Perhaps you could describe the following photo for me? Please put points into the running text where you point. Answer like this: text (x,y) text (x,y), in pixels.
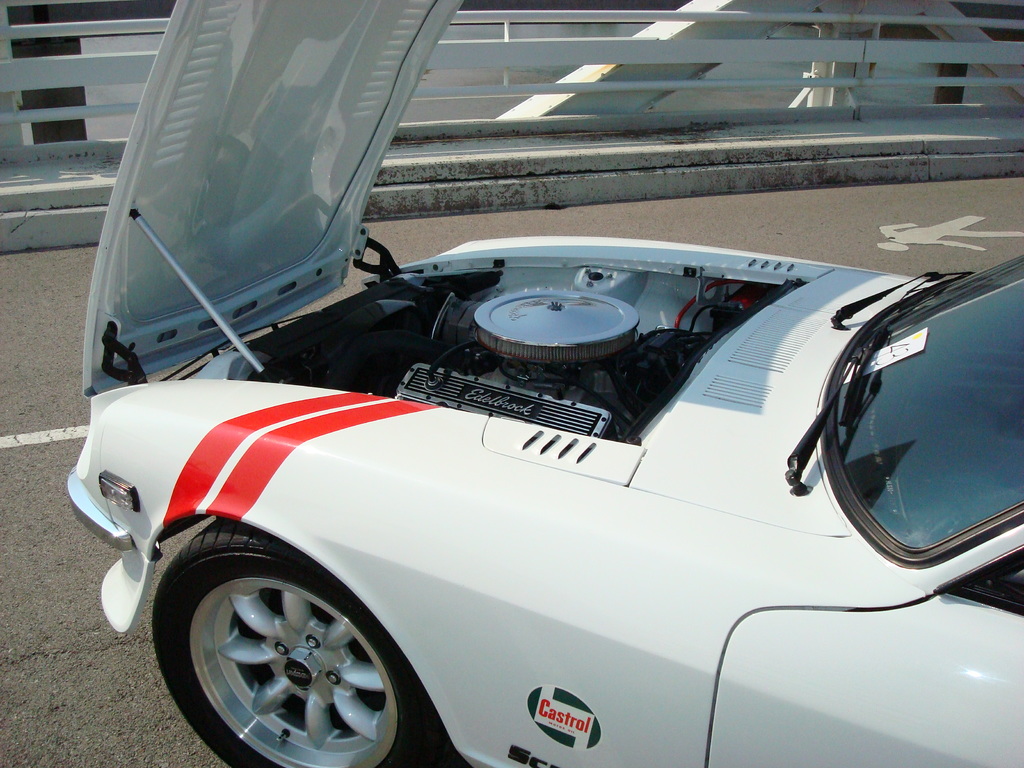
In the foreground of the picture (477,327) there is a car (610,440). The car (610,500) is in white color. The car (524,359) is on the road (79,420). In the center of the picture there are railing (810,49), footpath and an iron frame (674,68).
